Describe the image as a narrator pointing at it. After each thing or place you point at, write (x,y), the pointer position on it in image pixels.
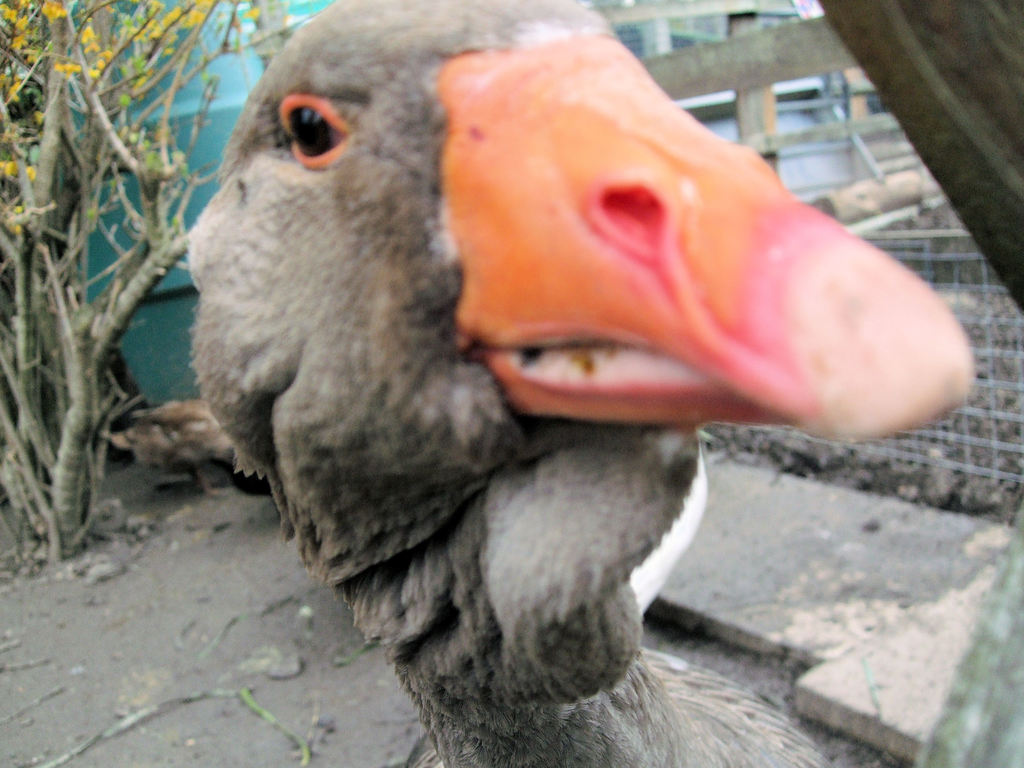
In this image I can see a grey colour bird (665,491) in the front (507,58). In the background (107,236) I can see a plant (127,38), few wooden poles (764,82) and fencing (913,255). I can also see number of sticks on the ground (179,674).
